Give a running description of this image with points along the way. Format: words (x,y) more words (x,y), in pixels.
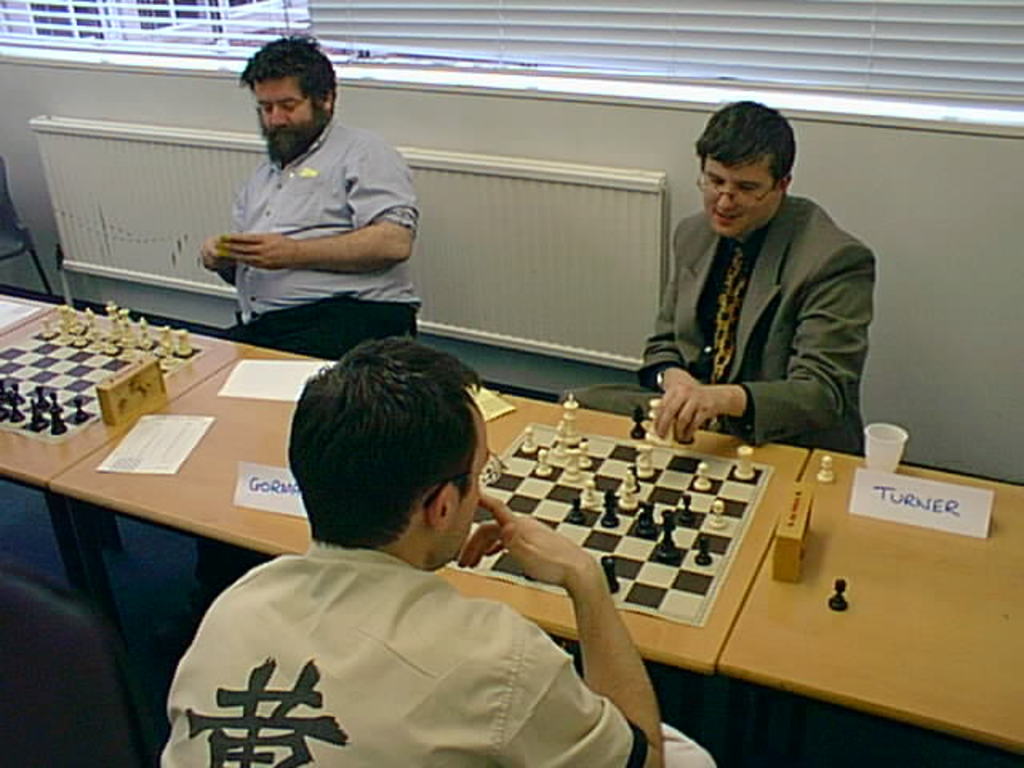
In this image we can see two persons (440,568) wearing glasses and playing the chess (647,508) which is on the wooden table (257,442). There is also another person (299,341) sitting. In the background (184,14) we can see the window mat (128,19). We can also see the chairs (89,638).
